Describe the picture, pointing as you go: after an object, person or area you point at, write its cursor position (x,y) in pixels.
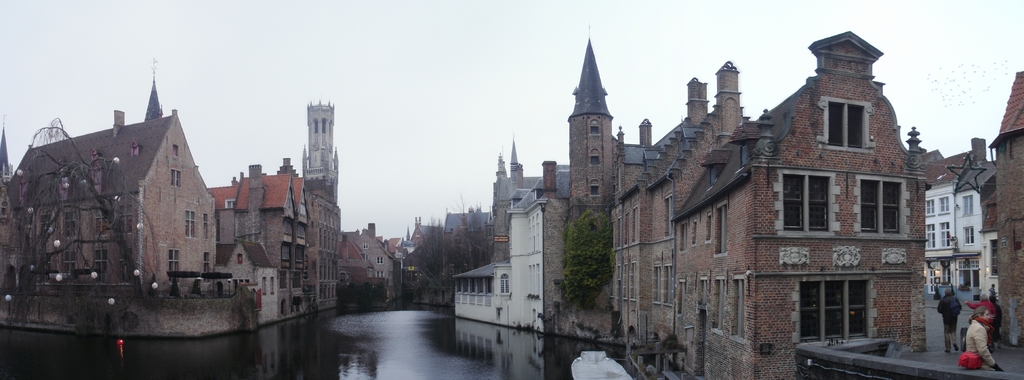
At the bottom of the picture (374,351), we see water (436,373) and this water (468,361) might be in the canal (387,336). On either side of the canal (432,359), we see the trees (434,287) and buildings (92,231). On the right side (1000,362), we see the people (987,359) are walking on the road (933,317). Beside them, we see the buildings (947,237). In the background (358,240), we see the buildings (371,238) and trees (459,244). At the top (395,79), we see the sky (434,62).
